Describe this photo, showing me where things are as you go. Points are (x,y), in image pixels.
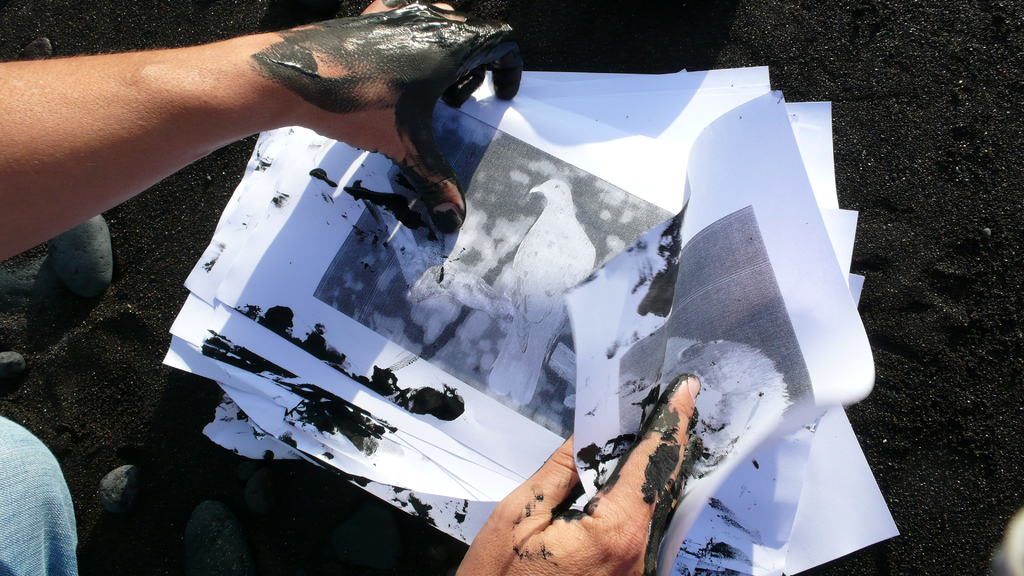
In the center of the image (463,293) we can see one person (266,68) holding papers (549,262). And we can see some black paint (284,58) on the hands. In the background (1,294) we can see stones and black soil (144,202).
